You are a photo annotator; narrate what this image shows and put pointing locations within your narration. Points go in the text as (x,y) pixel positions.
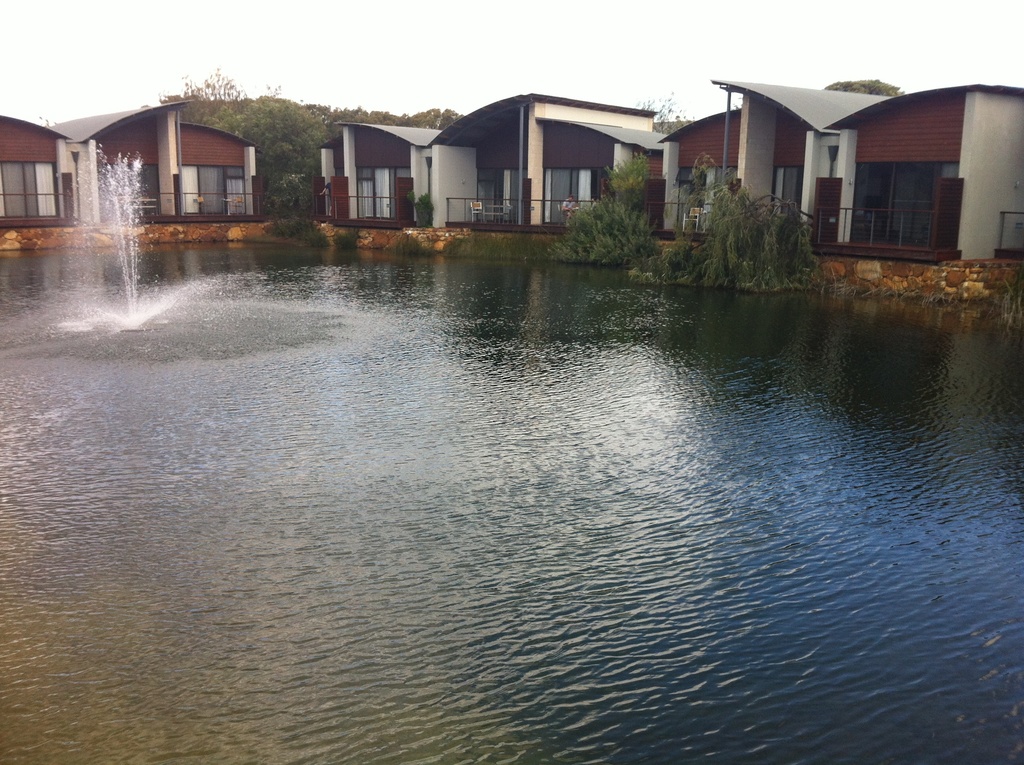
In the picture we can see water (143,394), and far away from it, we can see some plants (790,219), houses (449,211) and sky (26,107).
